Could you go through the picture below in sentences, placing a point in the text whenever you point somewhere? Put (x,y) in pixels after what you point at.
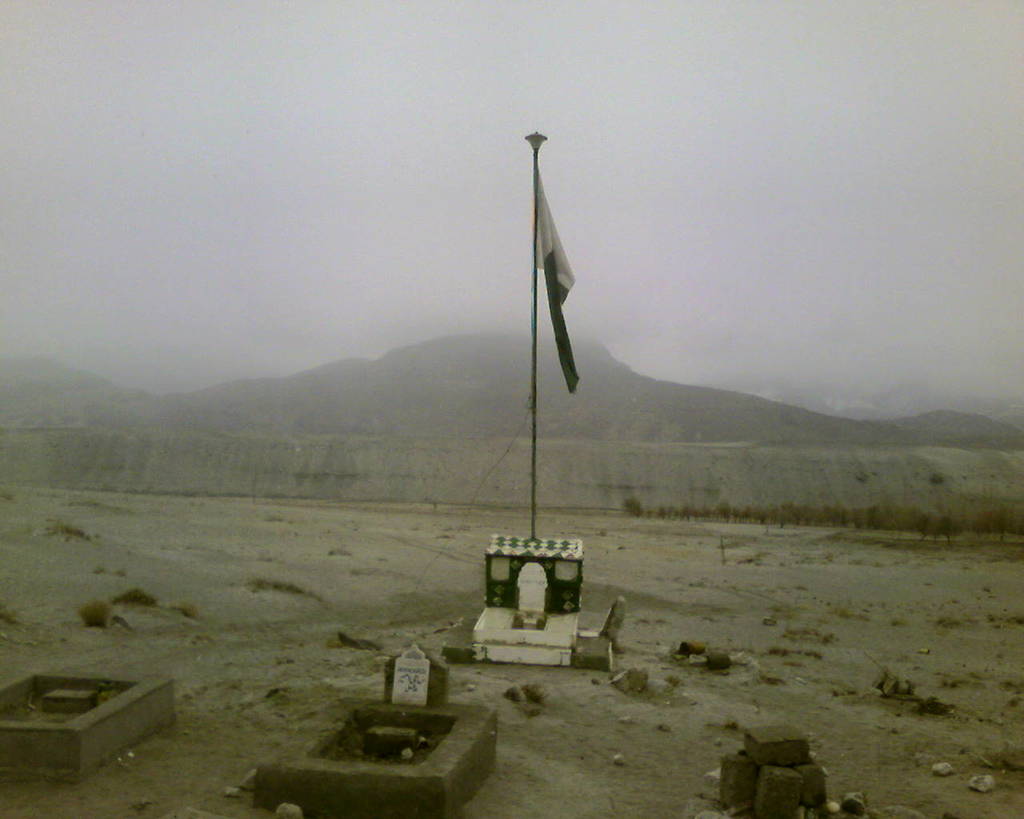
In this image we can see a flag (556,306) on a pedestal (500,590). Near to that there are blocks (804,766). Also there are stones (626,690) on the ground (571,712). In the background (359,457) there is a wall (678,456), hills (417,346) and sky (576,183).
